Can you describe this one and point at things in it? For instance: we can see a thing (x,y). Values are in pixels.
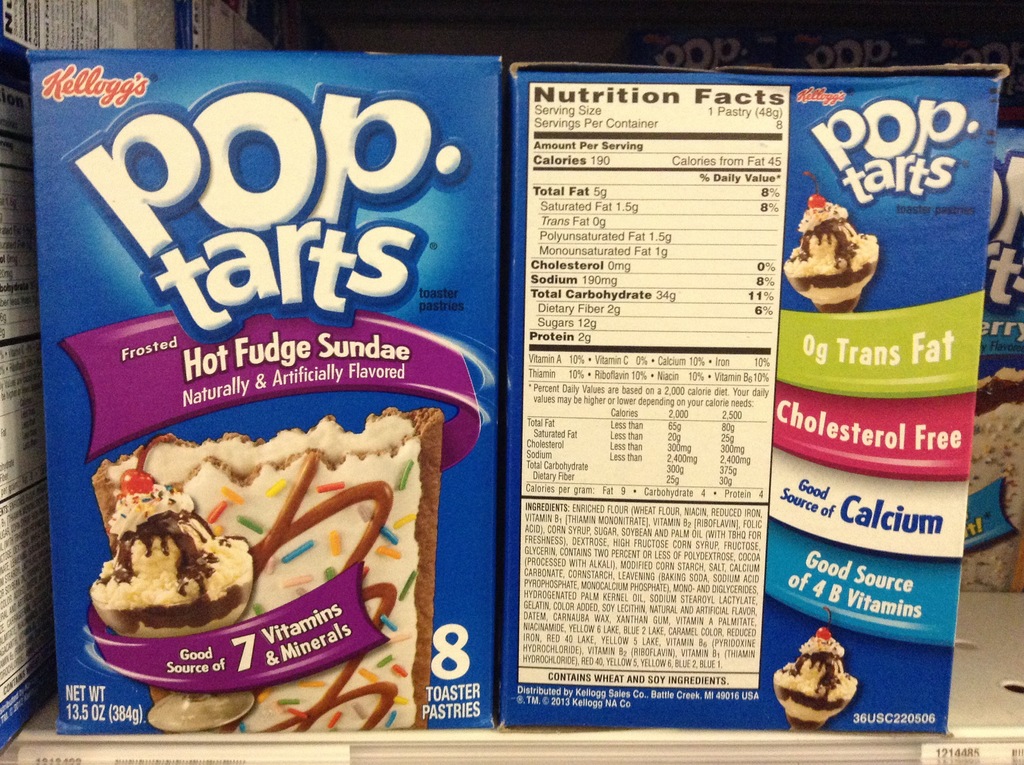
In the middle of the image (663,416) there are a few boxes (95,113) with a few images (388,452) and text (601,491) on them. At the bottom of the image (983,642) there is a shelf (988,707) and there are two stickers (98,760) on the shelf (454,751).
